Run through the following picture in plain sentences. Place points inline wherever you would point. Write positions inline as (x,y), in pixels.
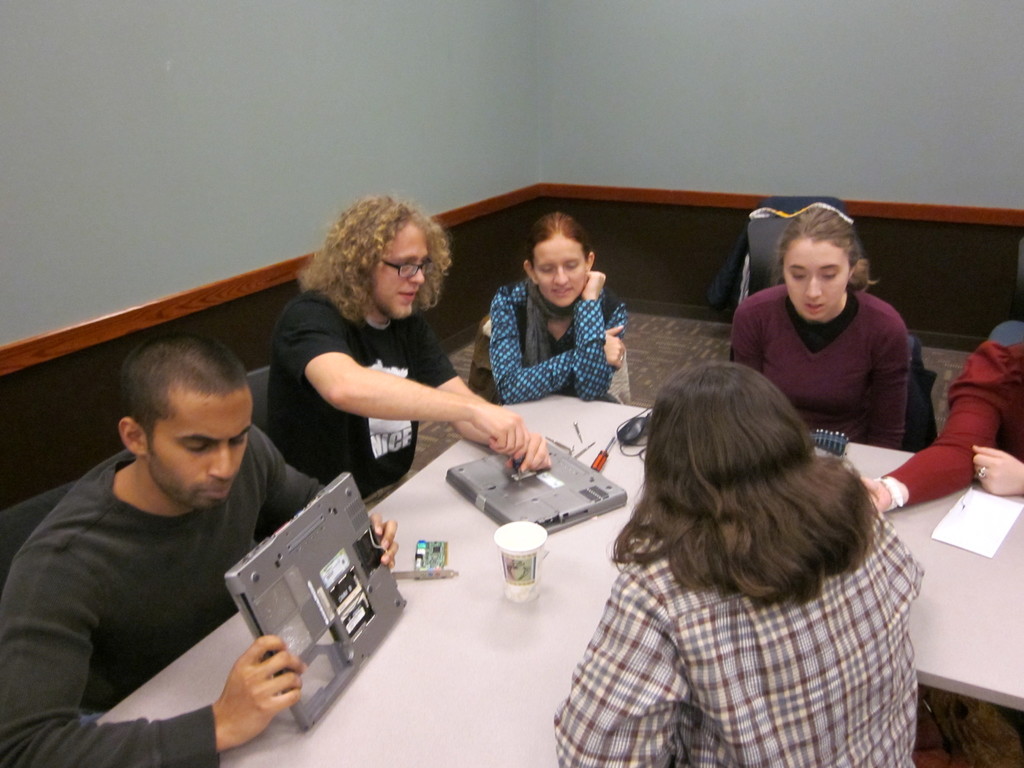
There are group of persons (853,333) sitting in front of a table (479,556) and there are some objects (562,508) on the table (436,606).
